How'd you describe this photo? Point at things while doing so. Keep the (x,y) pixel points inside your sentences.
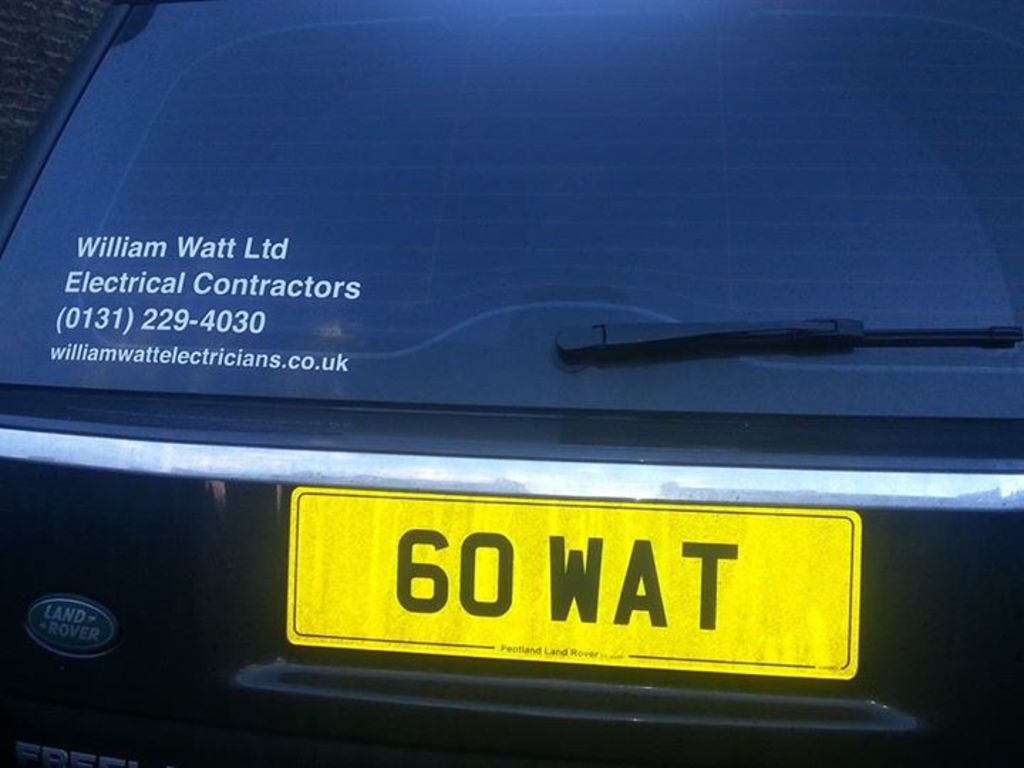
In this image we can see a car boot (477,424) with some text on it and a number plate (363,595).
